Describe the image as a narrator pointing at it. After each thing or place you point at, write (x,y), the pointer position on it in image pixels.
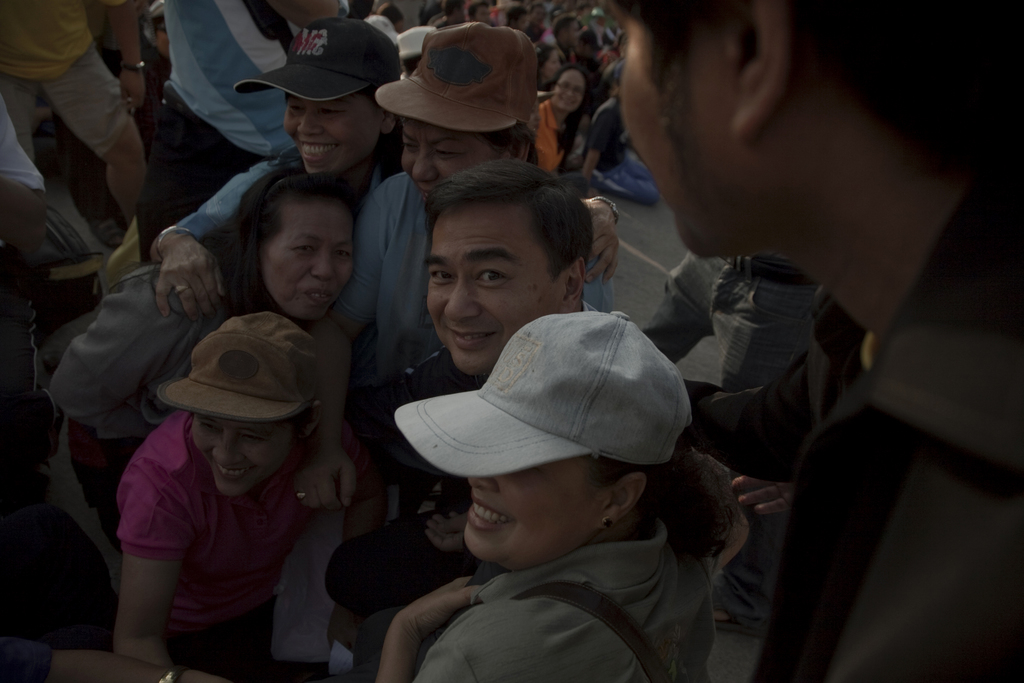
In this image we can see a group of people (279,402), among them some people (391,204) are wearing caps (577,334).
